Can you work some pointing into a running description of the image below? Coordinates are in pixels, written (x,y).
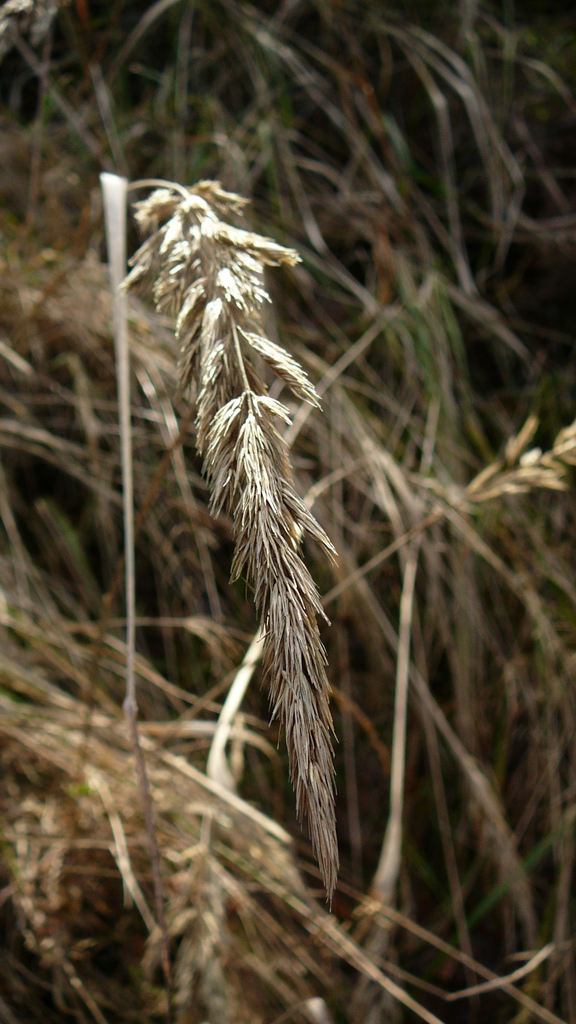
In this image there are some plants (309,482).
